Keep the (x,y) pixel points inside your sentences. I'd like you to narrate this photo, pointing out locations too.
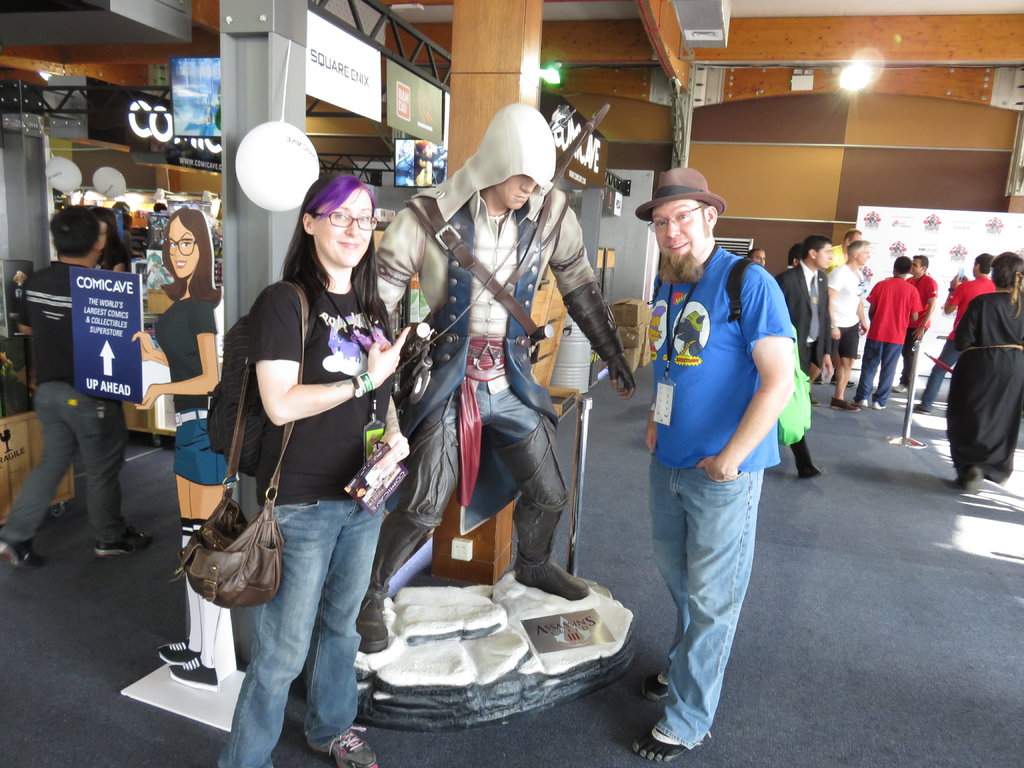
In this image there are a group of people (992,344) who are standing and there are some toys (398,267) and some mannequins (211,308). In the background (9,205) there are some televisions (206,98), lights (90,190), wall (113,160), boards (1010,222), boxes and some objects (585,343). At the bottom (116,630) there is floor (945,646), and at the top of the image (646,39) there is ceiling (550,21).
